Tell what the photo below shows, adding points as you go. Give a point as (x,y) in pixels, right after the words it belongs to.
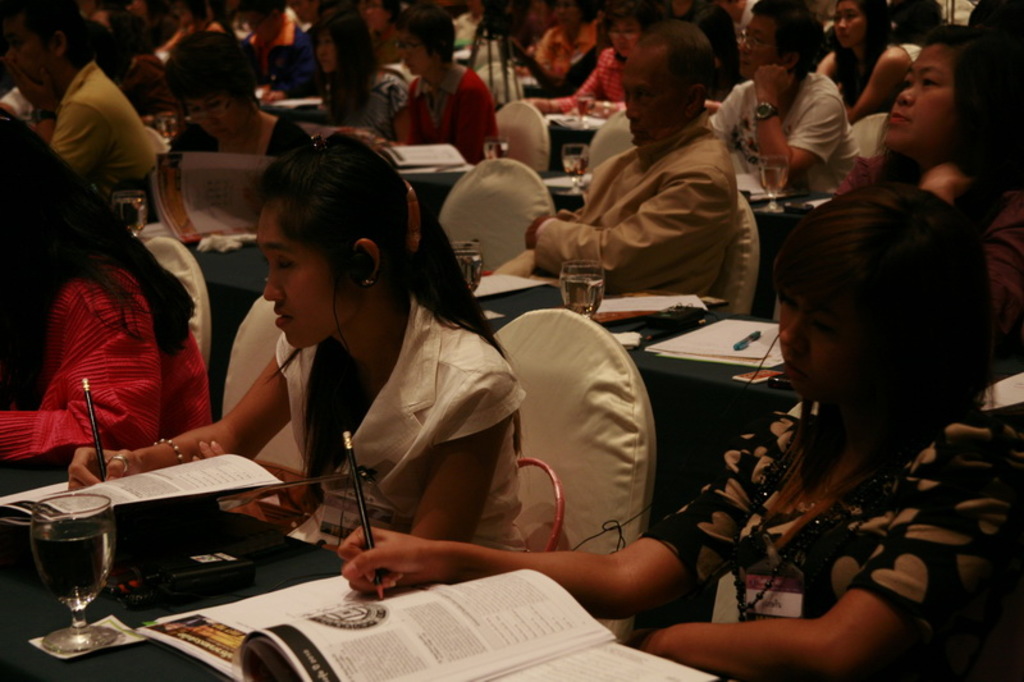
In this picture we can see a group of people (538,246) sitting on chairs (544,499) and writing on books (324,584) with pencils (371,542) and in front of them on table (40,596) we have glasses (92,595), books (274,629), remote (239,564), papers (772,337), pen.
